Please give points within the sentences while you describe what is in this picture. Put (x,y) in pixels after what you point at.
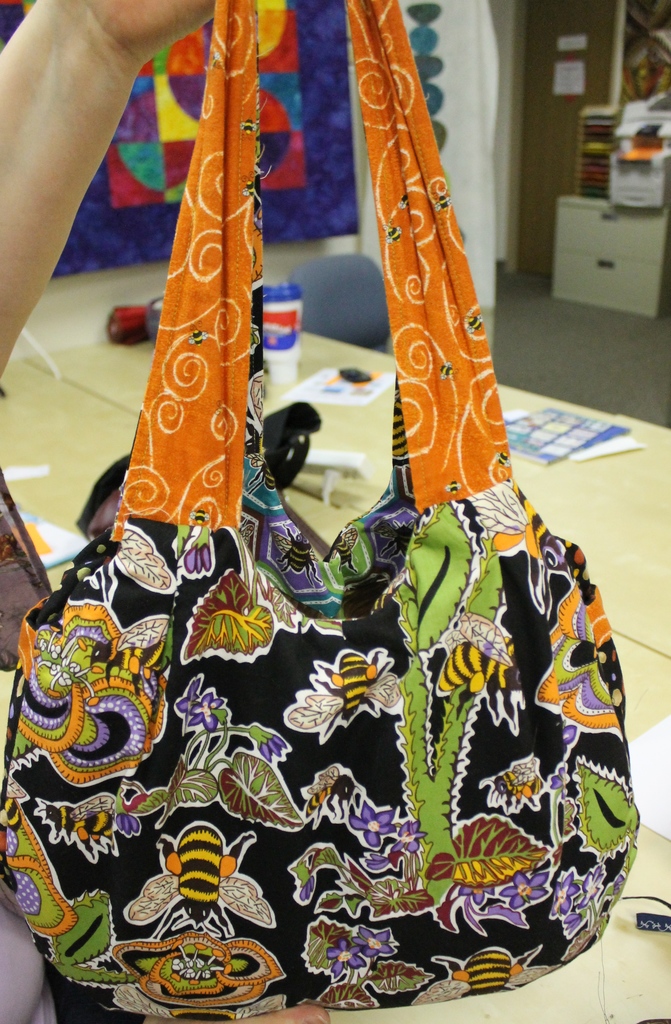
this picture shows a person (180,10) holding a woman handbag (89,673).
